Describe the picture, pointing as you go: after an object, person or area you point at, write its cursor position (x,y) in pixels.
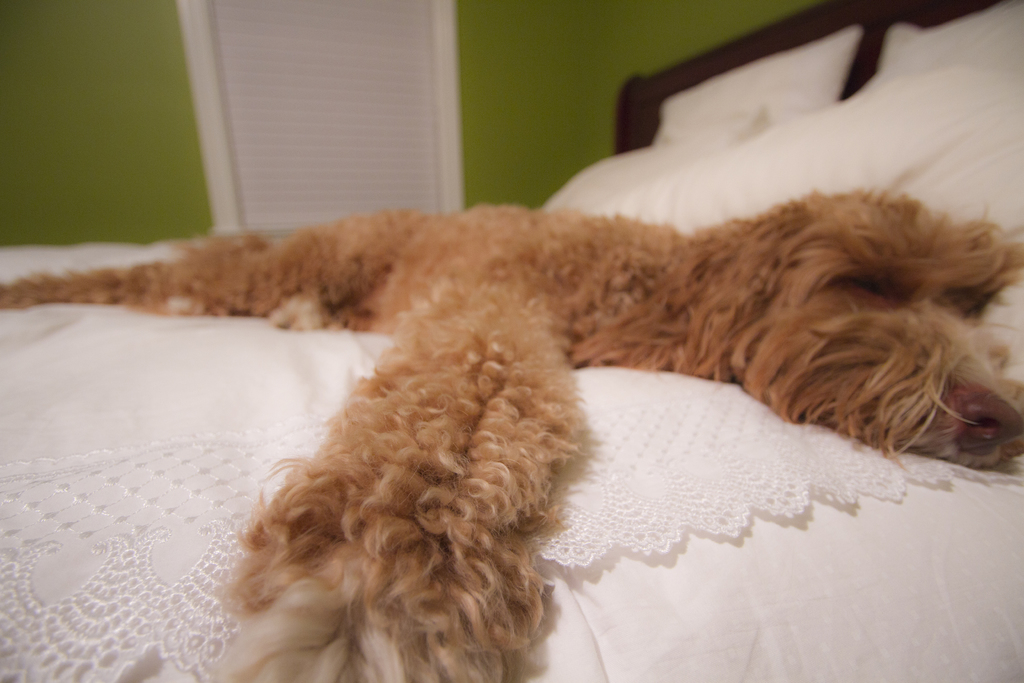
This dog (491,279) is laying on a bed (35,518). Wall (536,101) is in green color. This is window (364,178).
